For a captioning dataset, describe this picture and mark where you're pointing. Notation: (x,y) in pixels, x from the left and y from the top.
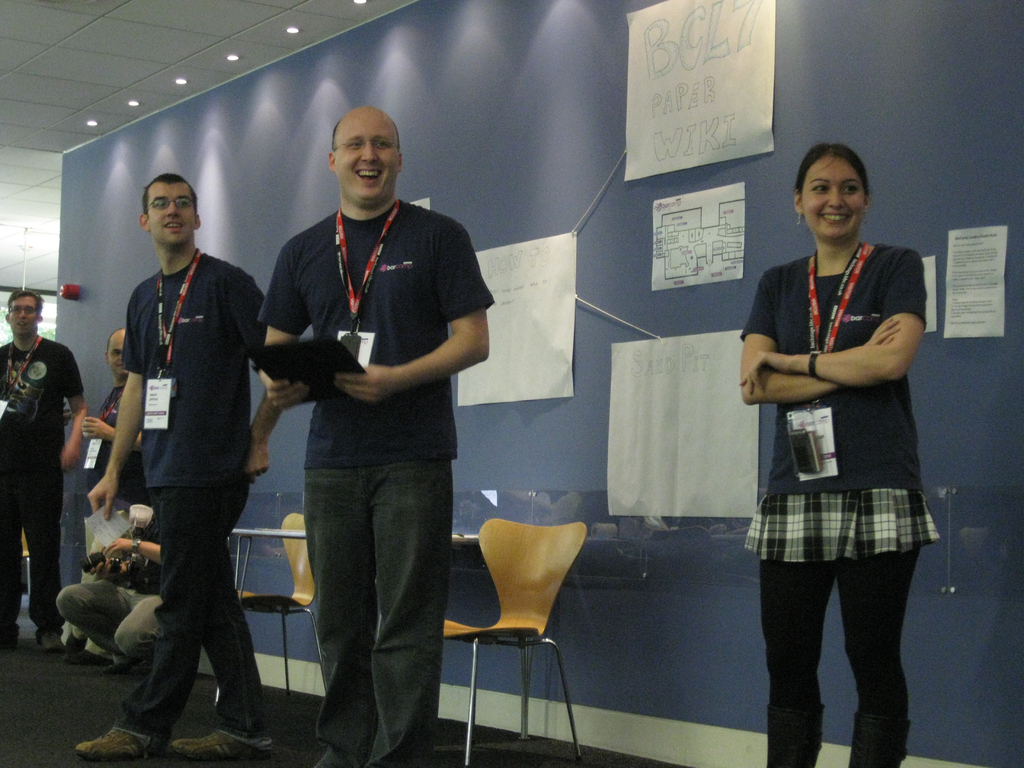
In this picture I can see there is a woman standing at right (757,392) and smiling and there are few men (441,553) standing here. The person (392,278) at the center (457,259) is holding a black object (352,361) and smiling, there are a few more people (176,201) beside them and there are chairs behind them and there is a wall (231,214) behind them with posters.
